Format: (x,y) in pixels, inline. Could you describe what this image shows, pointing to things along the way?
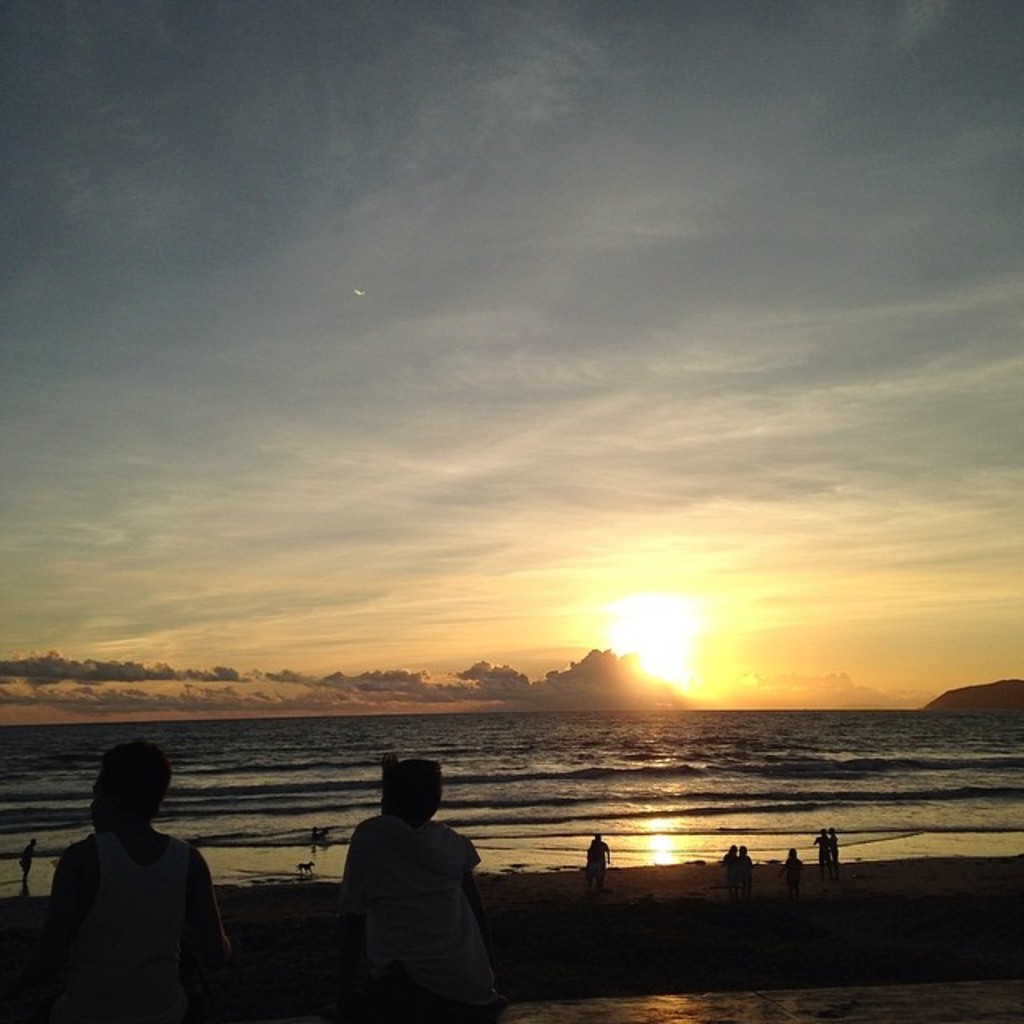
This picture shows few people (590,859) standing and couple of them (419,896) are seated and we see a dog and water (972,856) and a hill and a blue cloudy sky (631,530).
